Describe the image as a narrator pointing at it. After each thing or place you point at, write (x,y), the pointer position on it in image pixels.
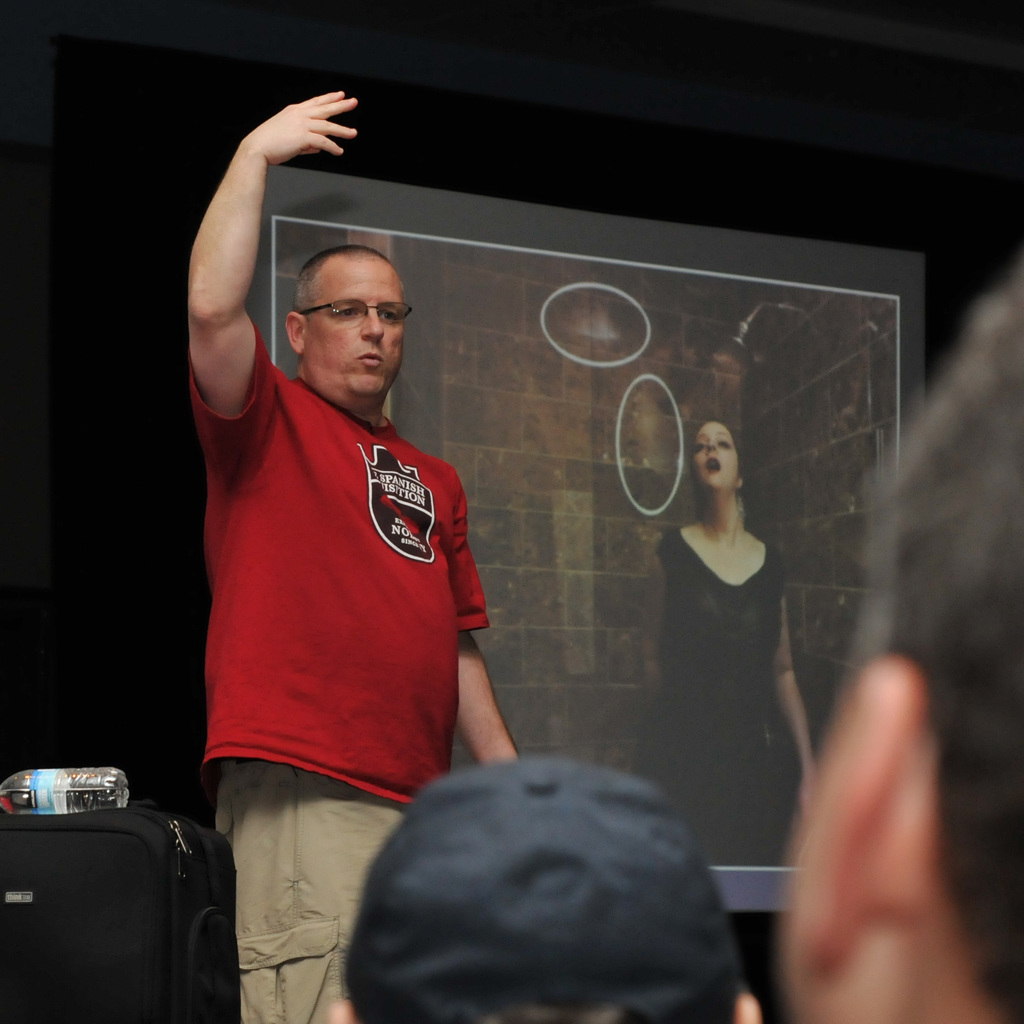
A screen (696,364) on wall (691,94). In this screen (754,689) a woman (759,748) is standing. In-front of this screen (709,782) this man (346,538) is standing and wore red color t-shirt (280,555). This is a luggage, on this luggage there is a bottle (35,776).
